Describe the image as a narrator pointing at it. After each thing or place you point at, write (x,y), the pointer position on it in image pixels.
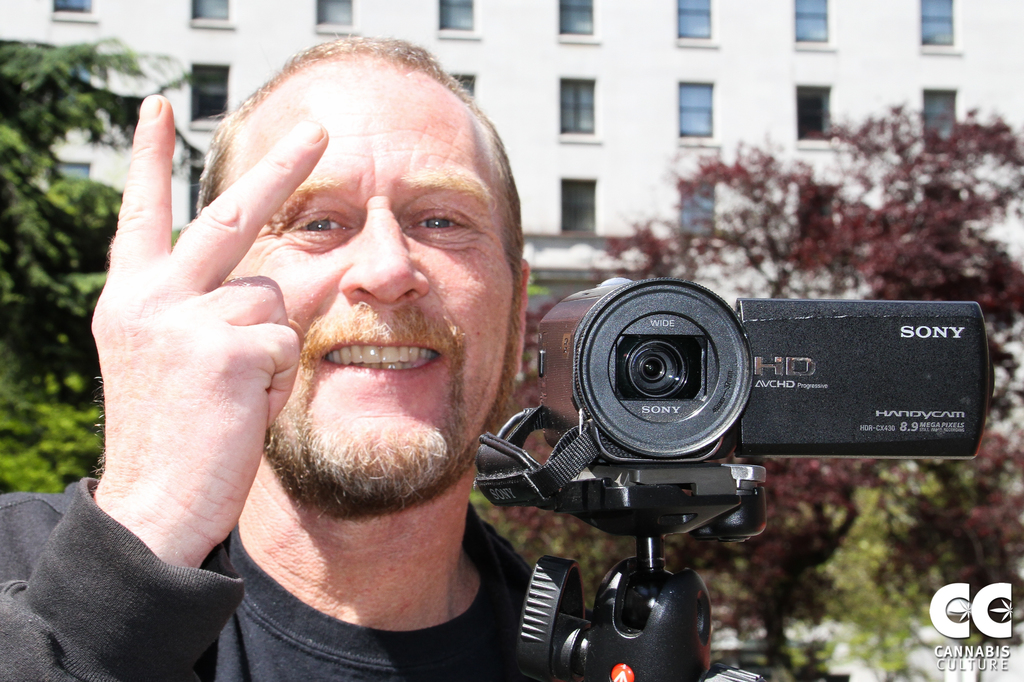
A man (407,175) is posing to camera next to a handycam (663,419).
